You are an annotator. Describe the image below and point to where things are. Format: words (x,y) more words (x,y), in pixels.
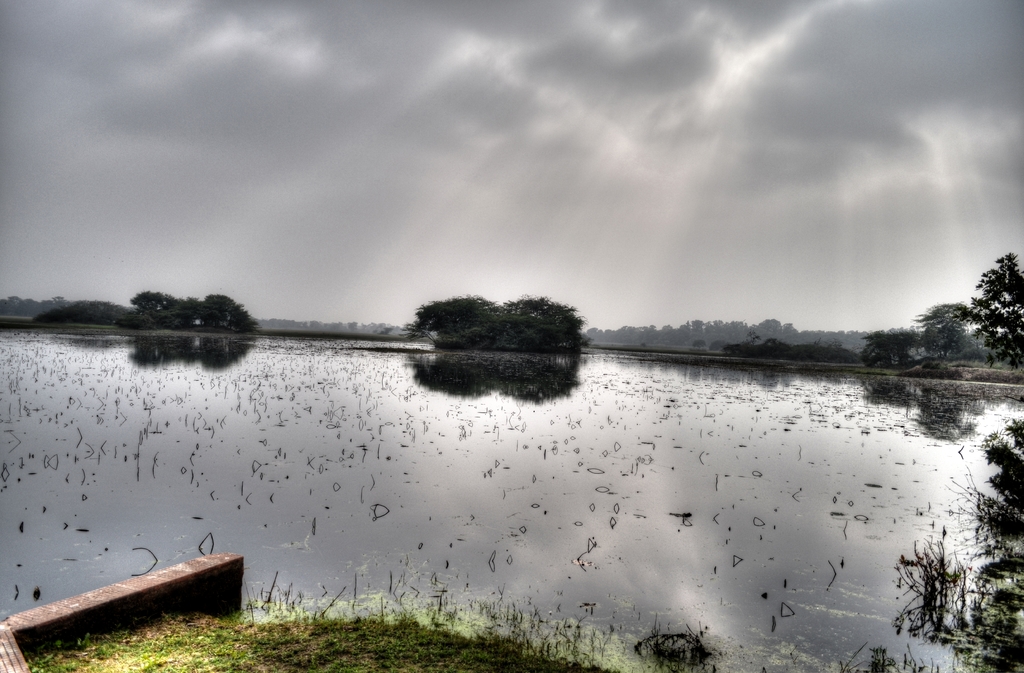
In this image we can see the grass (468,644), water (747,541), trees (171,324) and the cloudy sky (449,197) with sun rays (713,109) in the background (538,59).
